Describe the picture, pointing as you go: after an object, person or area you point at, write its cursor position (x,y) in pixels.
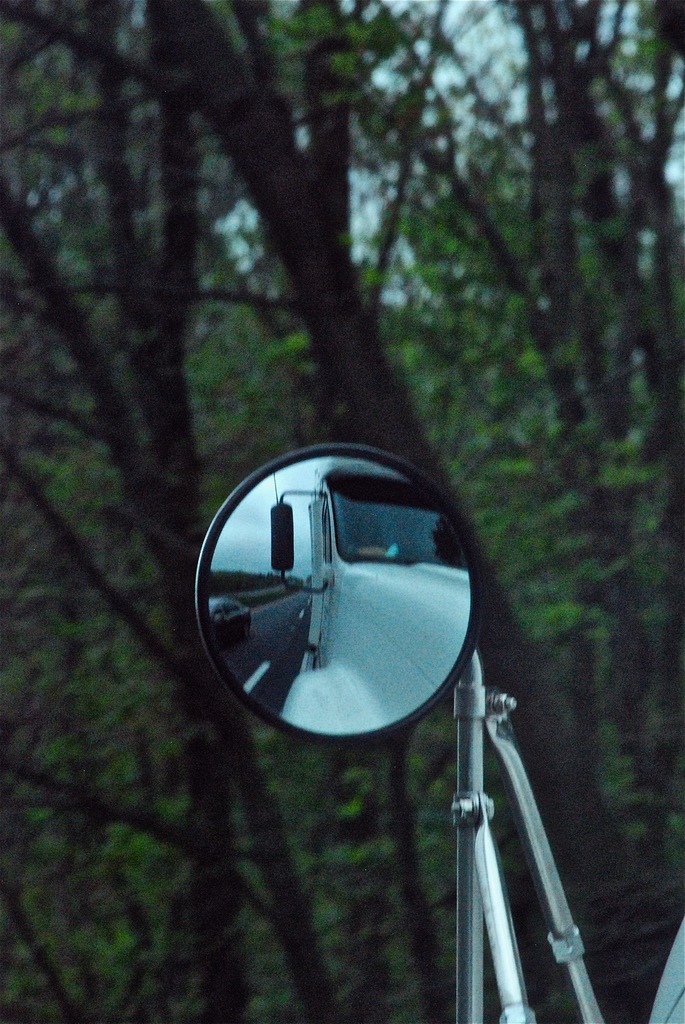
In this picture we can see vehicle's side mirror (401,544), on this side mirror (299,558) we can see reflection (331,579) of vehicles (310,636) on the road (261,648). In the background of the image (354,292) we can see trees (359,298) and sky (468,29).
